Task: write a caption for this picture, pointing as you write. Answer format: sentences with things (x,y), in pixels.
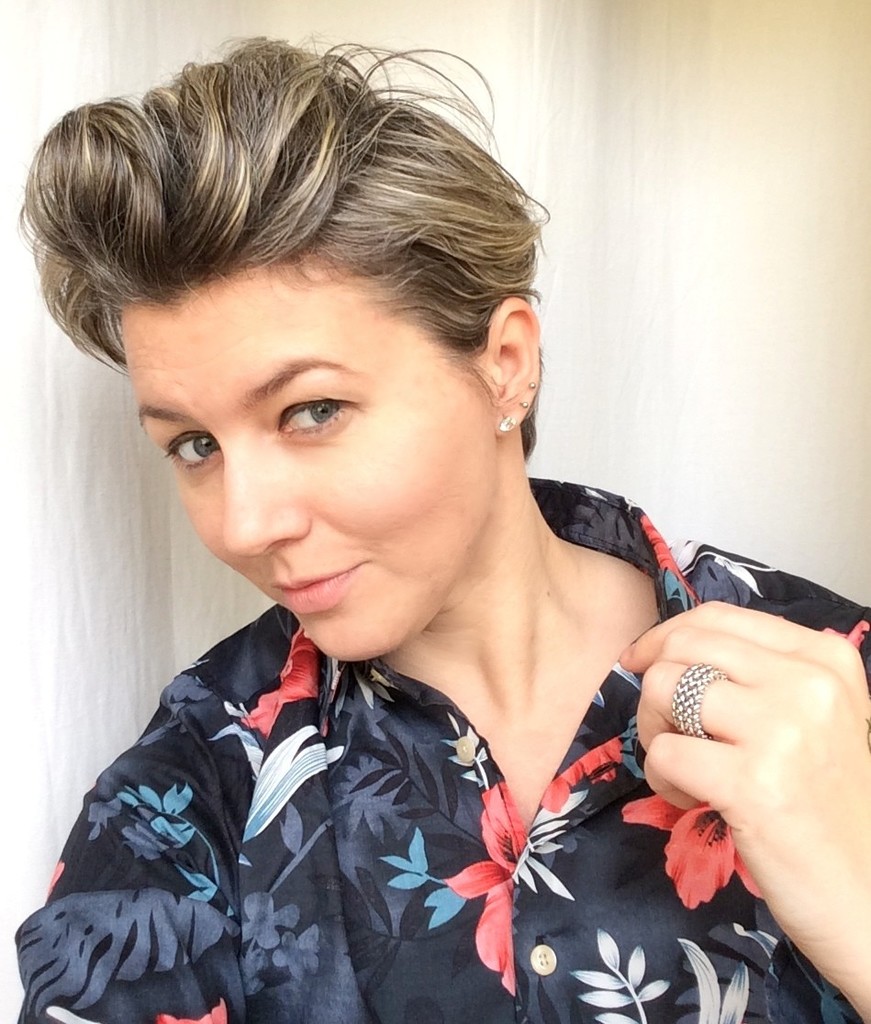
In the picture we can see a woman (534,957) in a black shirt (212,813) and some designs (205,938) on it and she is holding her collar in her hand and behind her we can see the wall (785,321).
